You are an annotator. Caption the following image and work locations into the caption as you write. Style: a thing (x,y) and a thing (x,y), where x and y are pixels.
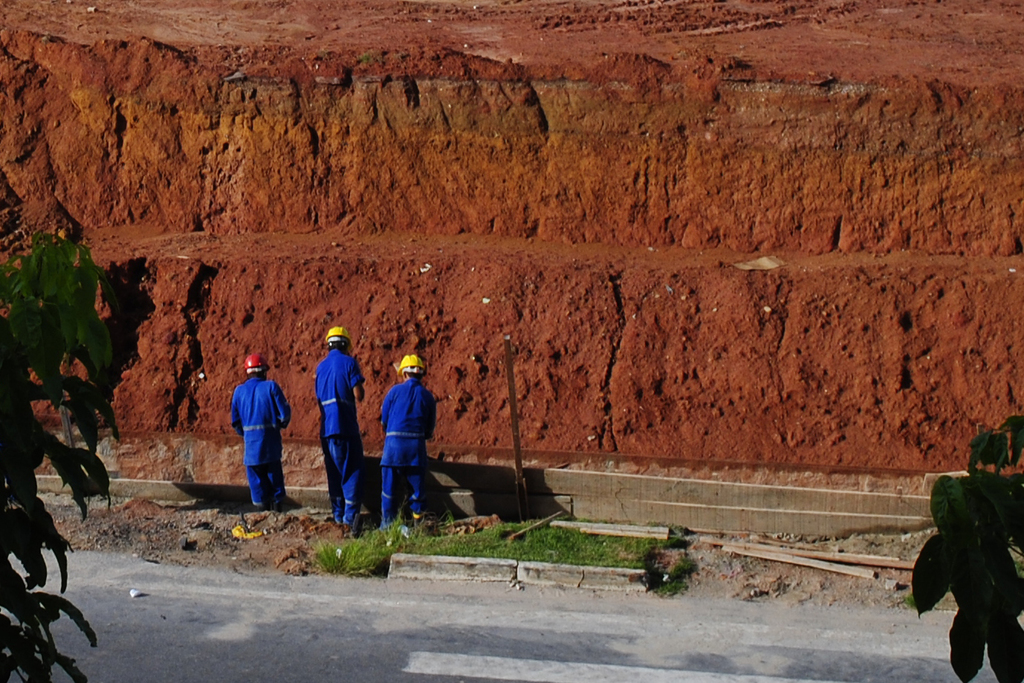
In this image we can see three persons (354,479) wearing the blue dress (412,463), there are trees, in the background (402,305) we can see red mud dune (409,300).
